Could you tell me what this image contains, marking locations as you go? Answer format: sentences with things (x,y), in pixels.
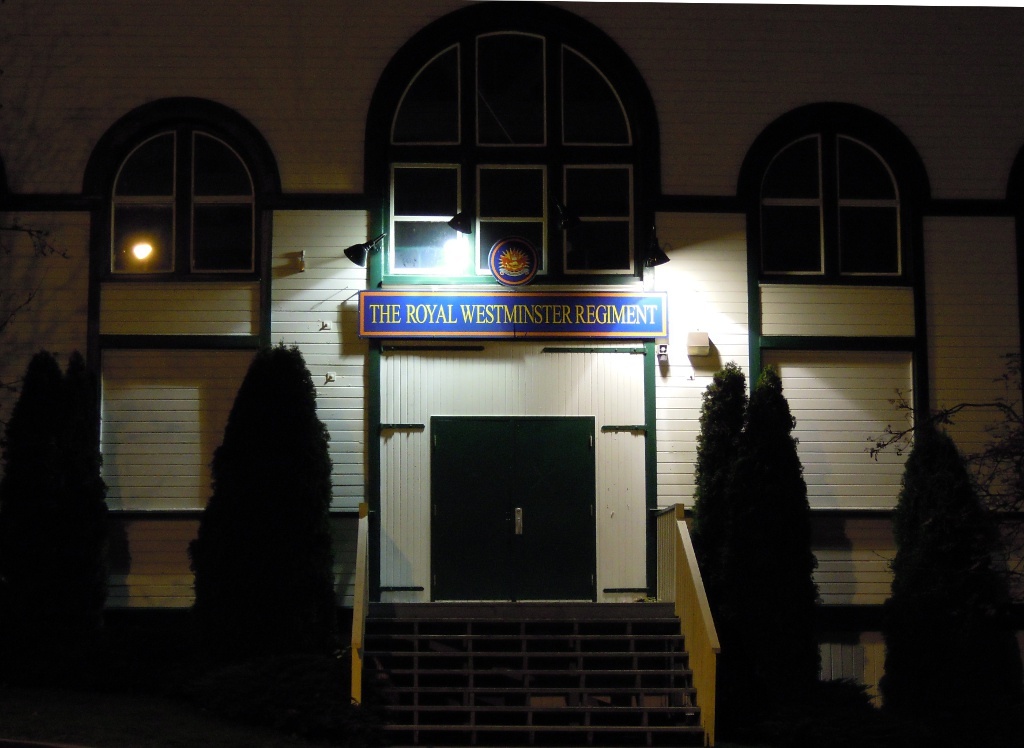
In this image I can see few trees (330,619), few stairs (477,671), the railing (677,612) and a building (429,155). I can see a blue colored board (642,296), a light (461,249) and the windows (204,209) of the building (757,222).
